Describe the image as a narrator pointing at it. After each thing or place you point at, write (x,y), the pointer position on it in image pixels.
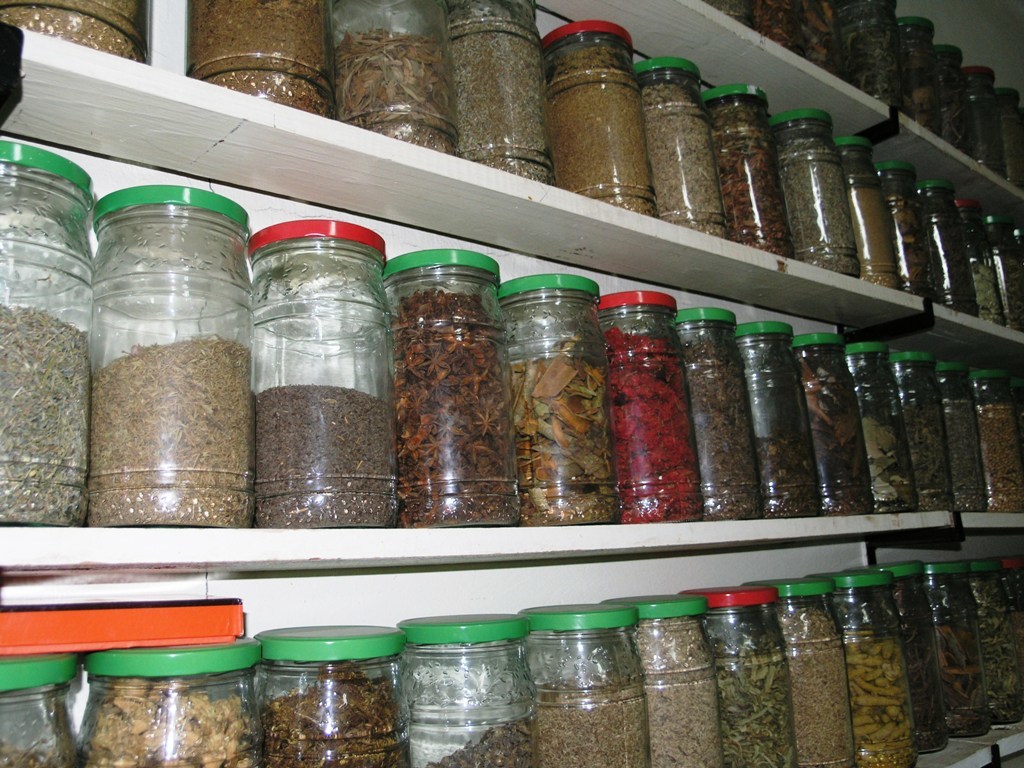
In this image I can see the jars (462,443) in the shelf (669,11). I can see these jars (573,301) contain many food items (291,765). I can see the red and green color caps (367,651) to the jars (440,514).
